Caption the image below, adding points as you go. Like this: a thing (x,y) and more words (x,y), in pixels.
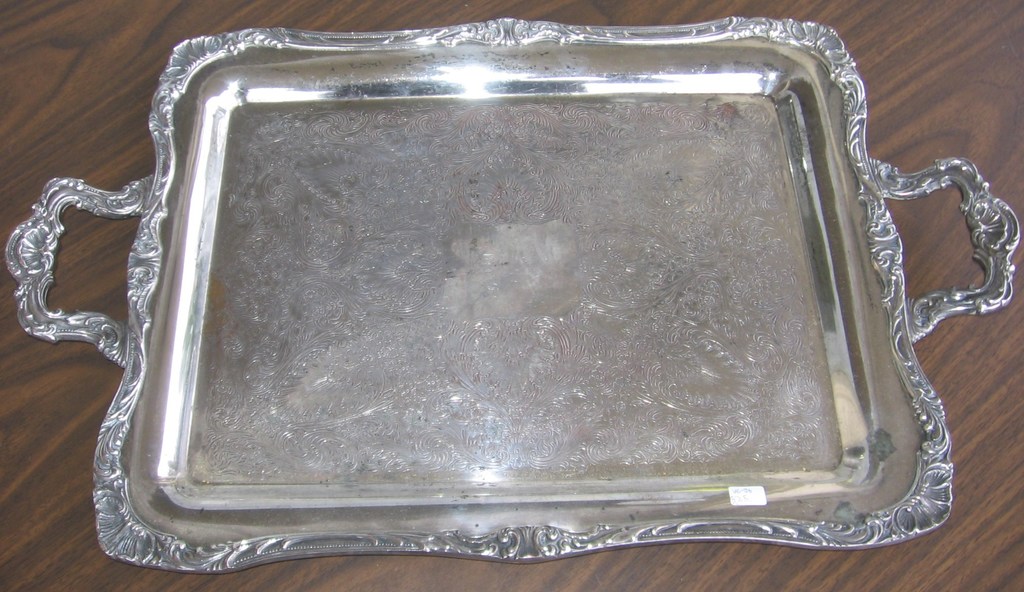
In this image we can see a silver serving tray (300,212) which is on the table (919,247).
